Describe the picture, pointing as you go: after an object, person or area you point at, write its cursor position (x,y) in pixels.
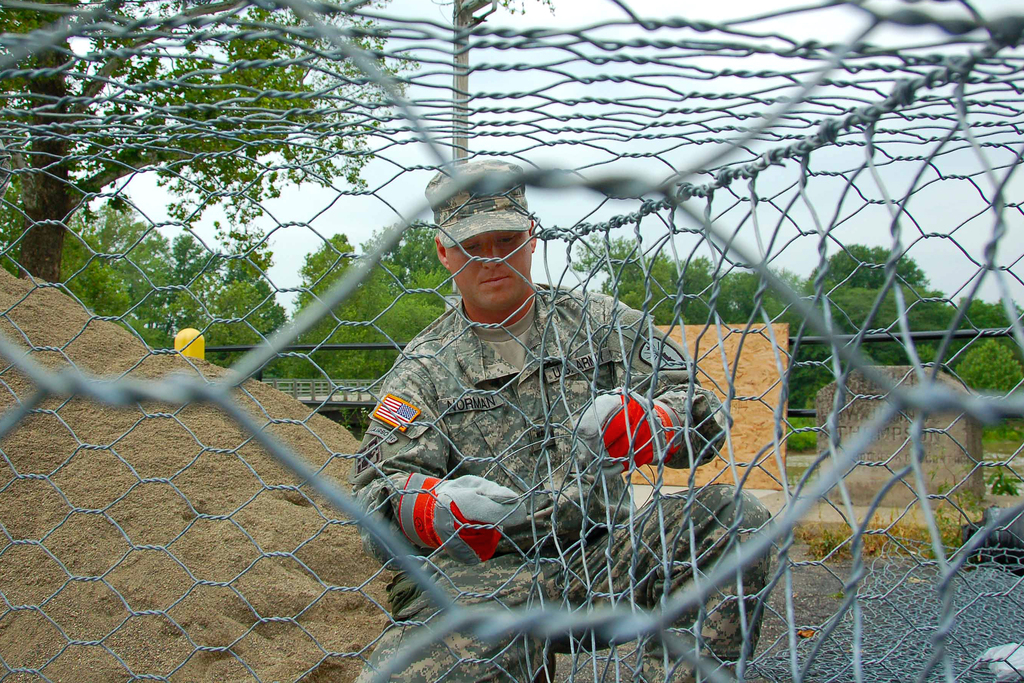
In this image in the center (487,348) there is one man (497,519) who is sitting and he is doing something, and in the foreground (765,297) there is a net (777,519). On the left side (84,409) there is some sand (157,453), in the background (967,424) there are some trees (122,292) and some boards (724,373) and grass (898,527).
